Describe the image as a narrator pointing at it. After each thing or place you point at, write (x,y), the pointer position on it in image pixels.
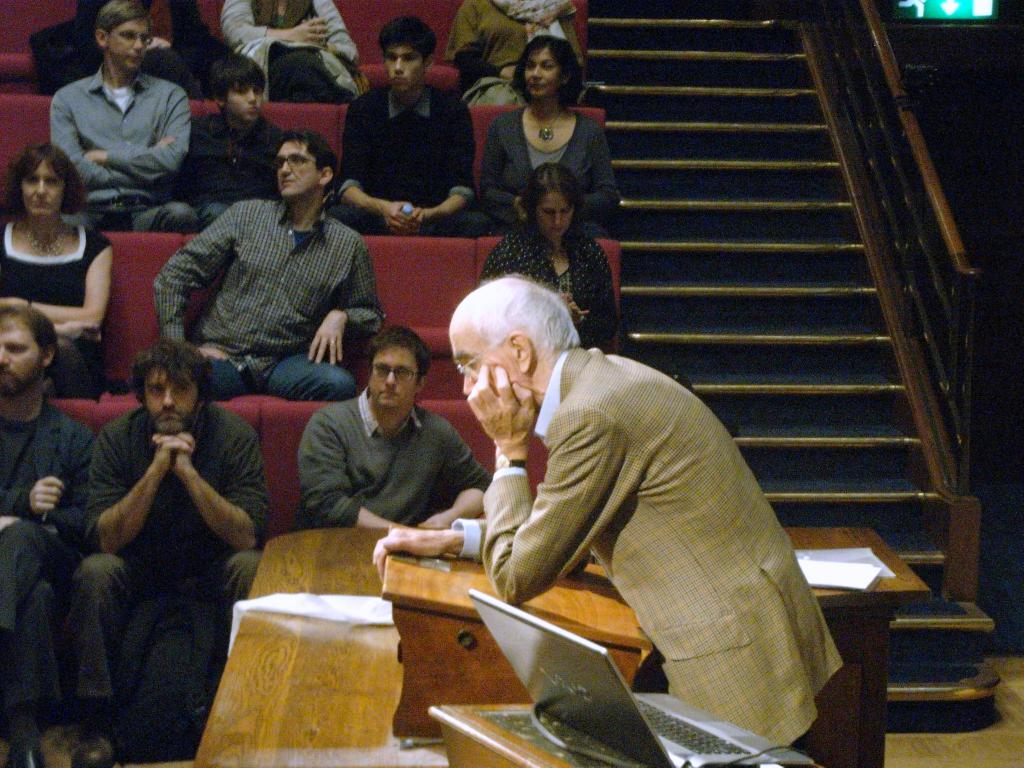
People (326,269) are sitting on the chair (420,264) and on the desk (494,663) we have laptop (623,717), paper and a person (653,473) standing.
